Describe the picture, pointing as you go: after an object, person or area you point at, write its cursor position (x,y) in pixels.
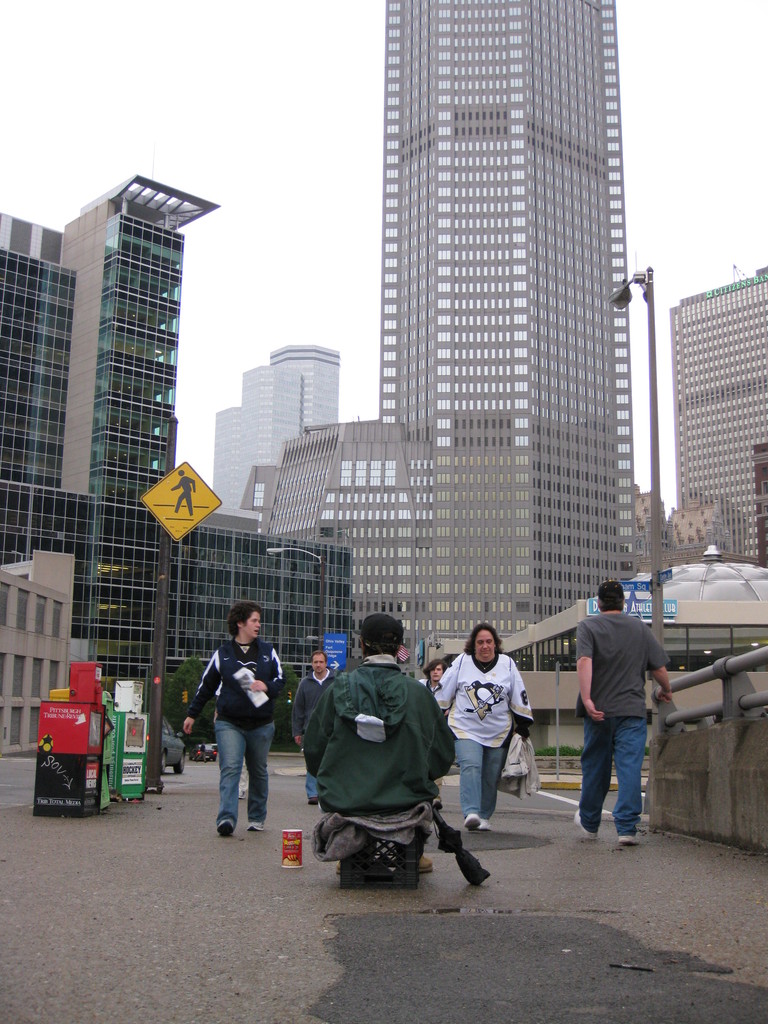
This image is taken outdoors. At the top of the image (268,203) there is the sky (304,299). At the bottom of the image (276,851) there is a road (456,907). In the background (124,295) there are a few buildings (749,394) and there is a skyscraper (461,193). There is a pole (649,296) with a street light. There is a signboard (174,509) and there are a few plants (280,714) on the ground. There is a board (344,664) with a text (328,655) on it. On the left side of the image (180,771) a car (175,762) is moving on the road (166,772) and there are a few objects (79,735) on the road (90,818). On the right side of the image (627,605) there is a board (637,599) with a text (636,607) on it. There is an architecture (710,618) and there is a wall (704,737). There is a railing (674,707) and a man (594,763) is walking on the road (568,818). In the middle of the image (471,656) a few (298,728) are walking on the road (502,796).
